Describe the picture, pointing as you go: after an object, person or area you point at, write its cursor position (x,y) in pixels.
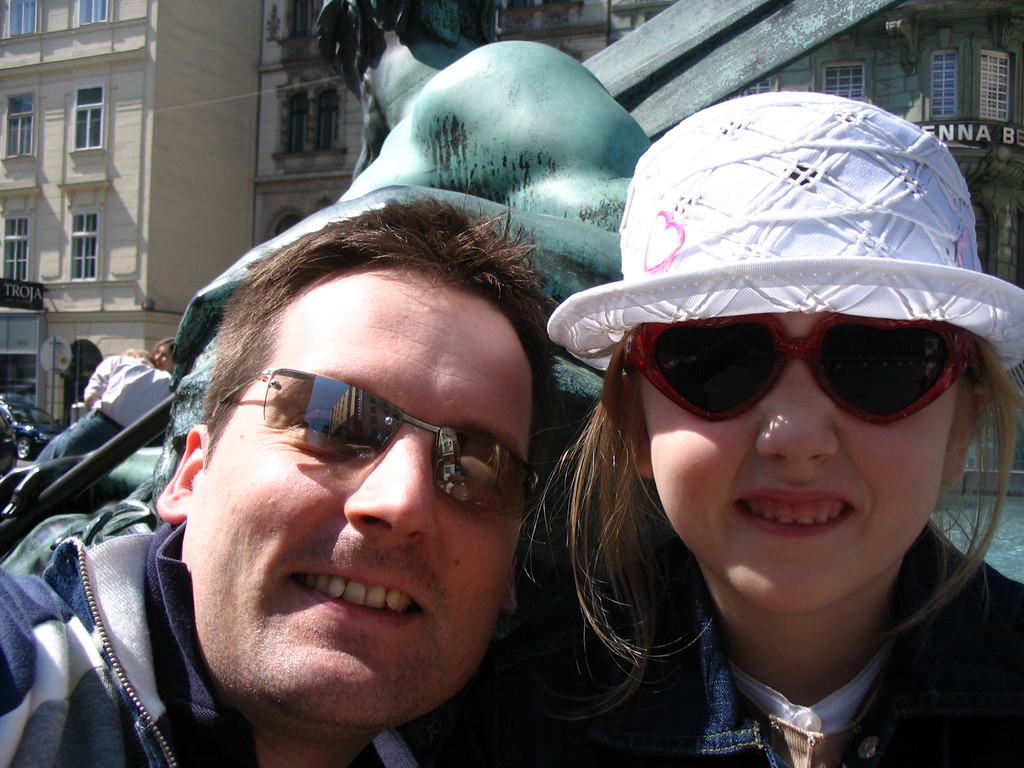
In this image, we can see a man (268,721) and a girl (549,729), they are smiling, in the background (332,166) there are some buildings (117,116) and we can see a person (112,401).
